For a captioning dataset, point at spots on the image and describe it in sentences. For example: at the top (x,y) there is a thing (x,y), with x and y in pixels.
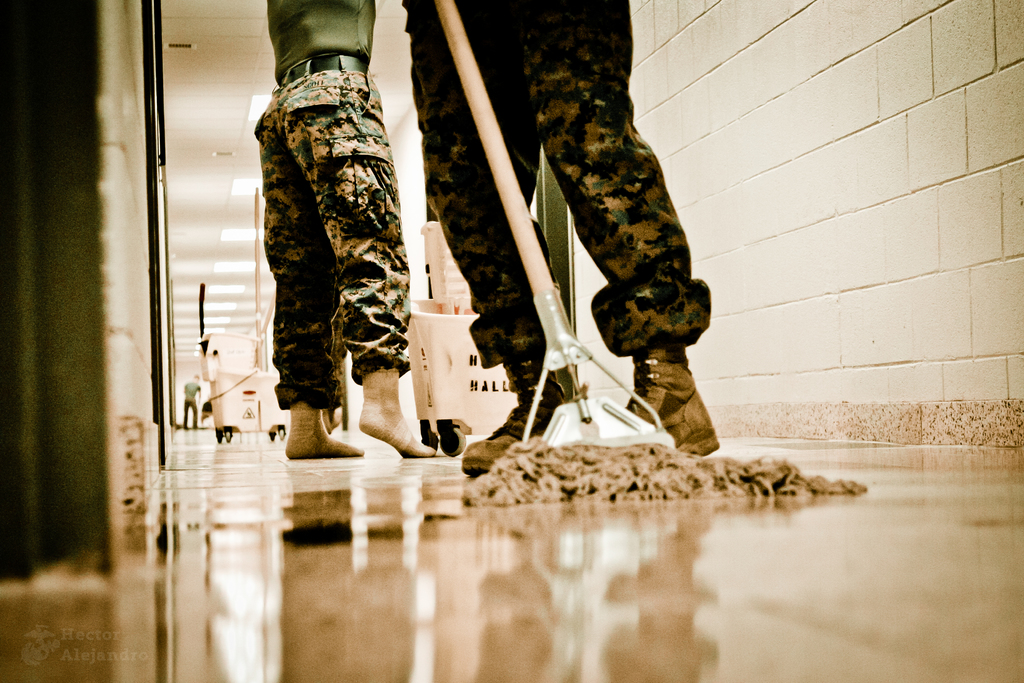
In this image there are a few people (477,282) standing and there are a few cleaning objects (555,419) are placed in the corridor (622,544) of a building (47,371). At the top of the image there is a ceiling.
